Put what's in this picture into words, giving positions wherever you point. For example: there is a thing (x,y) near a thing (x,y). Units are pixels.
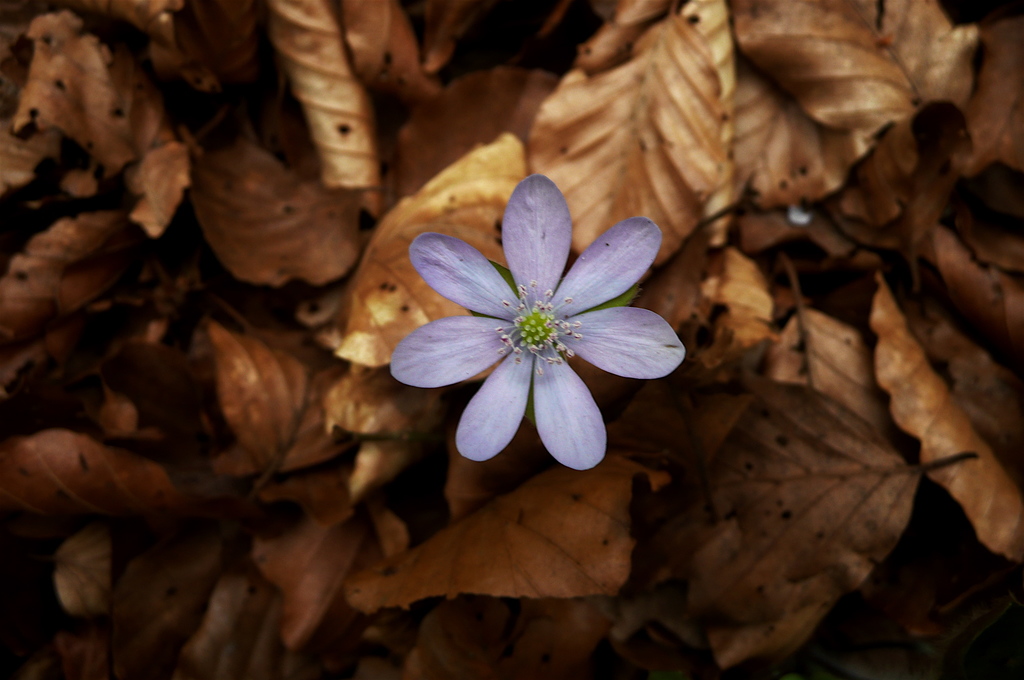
Here we can see a flower (473,371). Background (702,270) there are dried leaves (716,255).
